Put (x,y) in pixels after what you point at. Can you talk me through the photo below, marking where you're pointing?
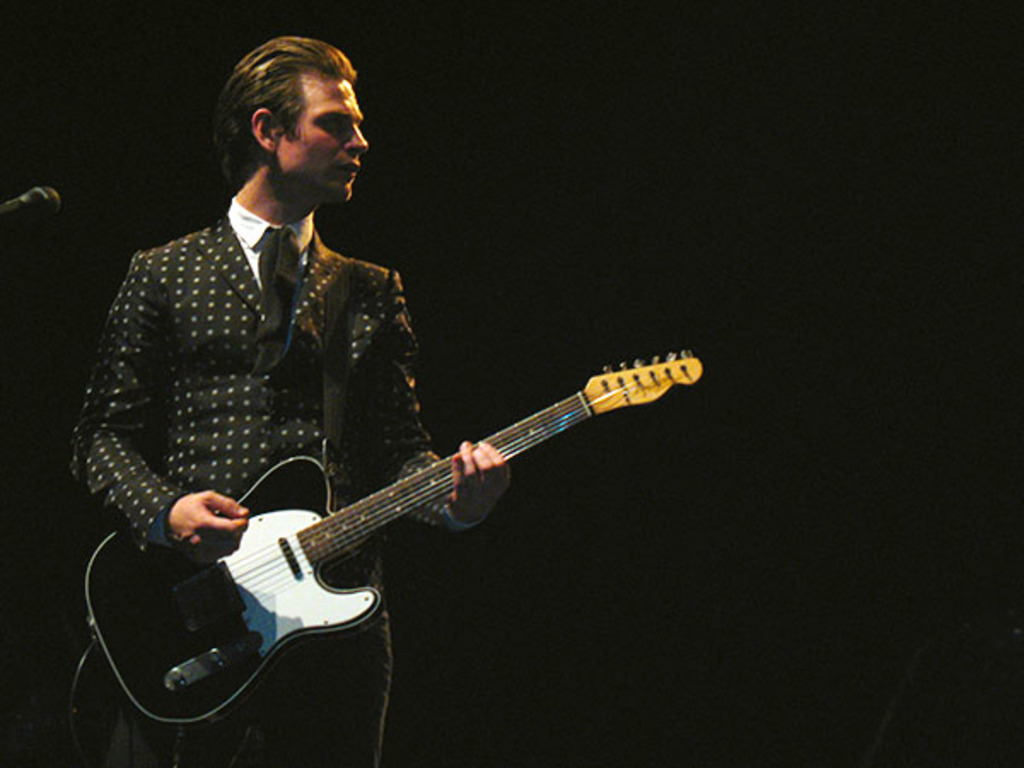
In the image we can see one man (319,303) standing and holding guitar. In front there is a microphone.
